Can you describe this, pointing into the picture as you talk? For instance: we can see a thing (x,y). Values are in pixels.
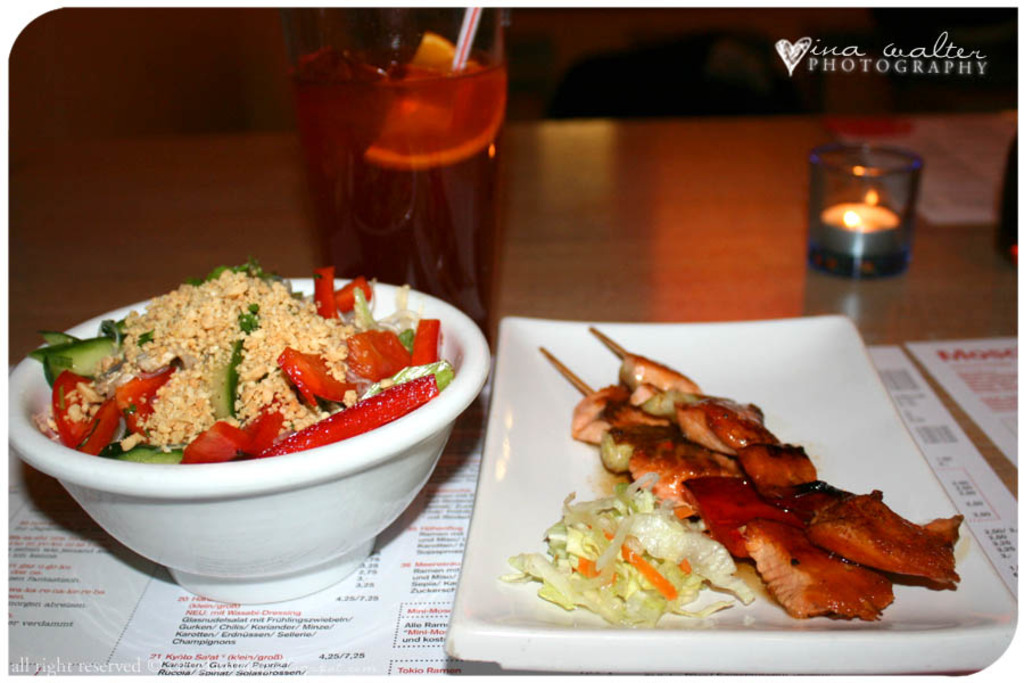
In this image there is a table (717,139), on that table (973,261) there is a glass (464,152) in that glass (464,74) there is juice (467,89) and a candle light (845,231), plate (461,644) in that plate (978,645) there is food item (679,485), bowl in that bowl (234,385) there is food item (322,403), in the top right (805,41) there is text (788,48).
